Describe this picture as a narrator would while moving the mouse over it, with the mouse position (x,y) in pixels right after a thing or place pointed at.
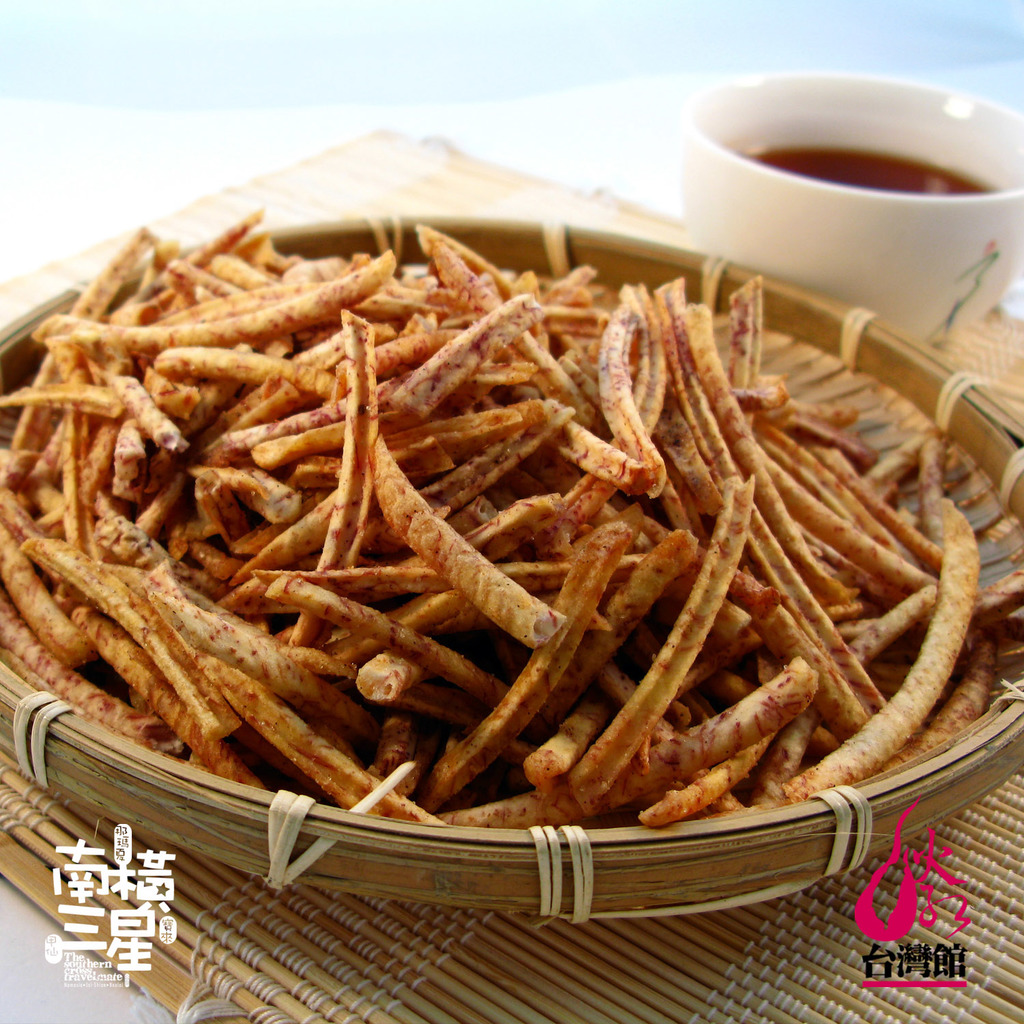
In this image I can see a white colored surface (537,135) on which I can see a brown colored board (501,983) and on the board (508,980) I can see a wooden bowl (415,864) in which I can see few snacks (622,687) and a white colored cup (891,302) with some liquid (876,161) in it.
